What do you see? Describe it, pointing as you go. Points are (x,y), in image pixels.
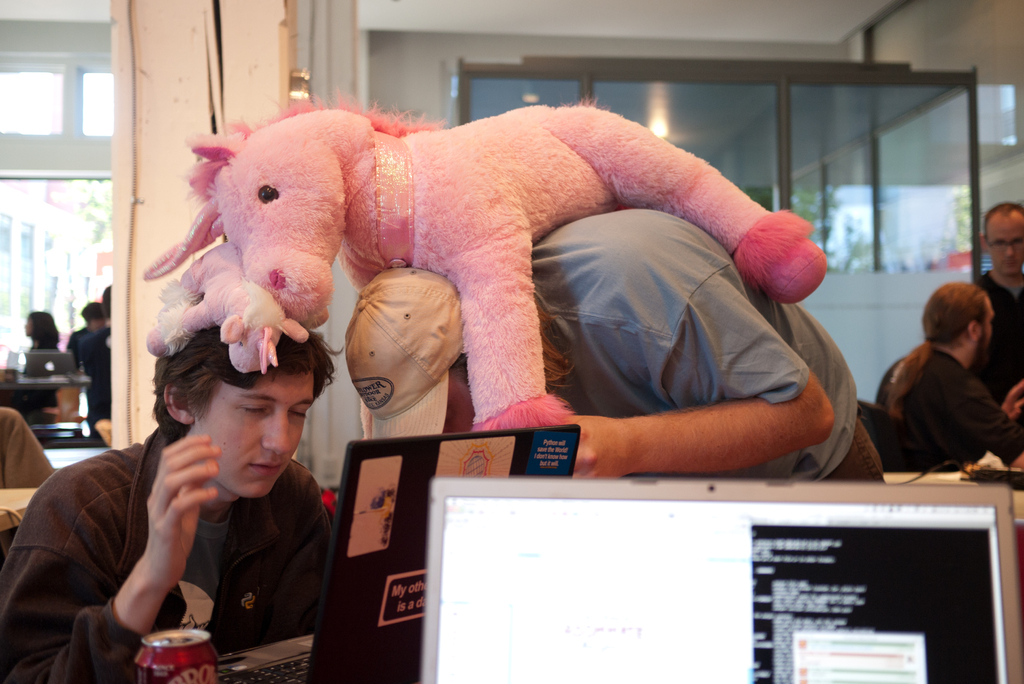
In this picture there is a man (630,377) who is wearing cap (407,381) t-shirt (768,318) and trouser (875,461). Over him there is pink color horse toy (420,244). On the bottom left corner (120,558) there is a person (315,500) who is wearing t-shirt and jacket (303,542). He is sitting near to the table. On the table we can see laptops (874,553) and coke can (149,670). On the right (942,393) there is a man (942,406) who is sitting on the chair (868,411), beside him we can see a bald person (1008,354) who is wearing spectacles (1003,245) and black shirt (1011,307). On the left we can see the group of persons (97,376) were sitting near to the table (84,378) and laptops (56,365). Through the window (63,273) we can see trees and buildings (19,251).
